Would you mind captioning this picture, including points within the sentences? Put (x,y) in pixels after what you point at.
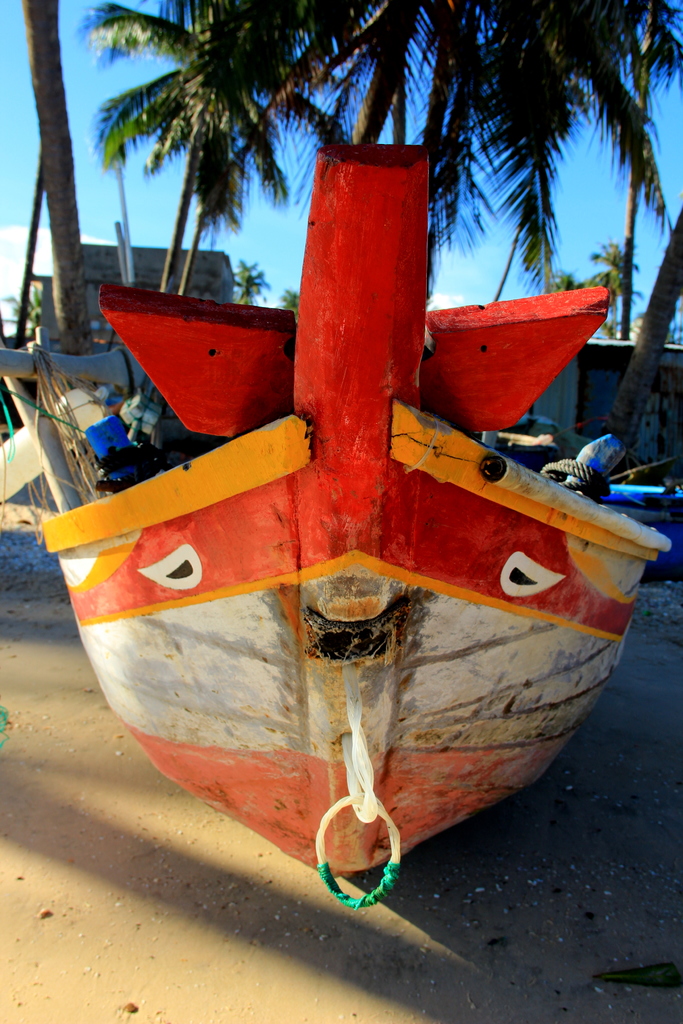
In this image, I can see a boat (334,605) on the sand (396,936). In the background (173,202), there are trees (502,115), a house (218,270) and the sky (233,257).
